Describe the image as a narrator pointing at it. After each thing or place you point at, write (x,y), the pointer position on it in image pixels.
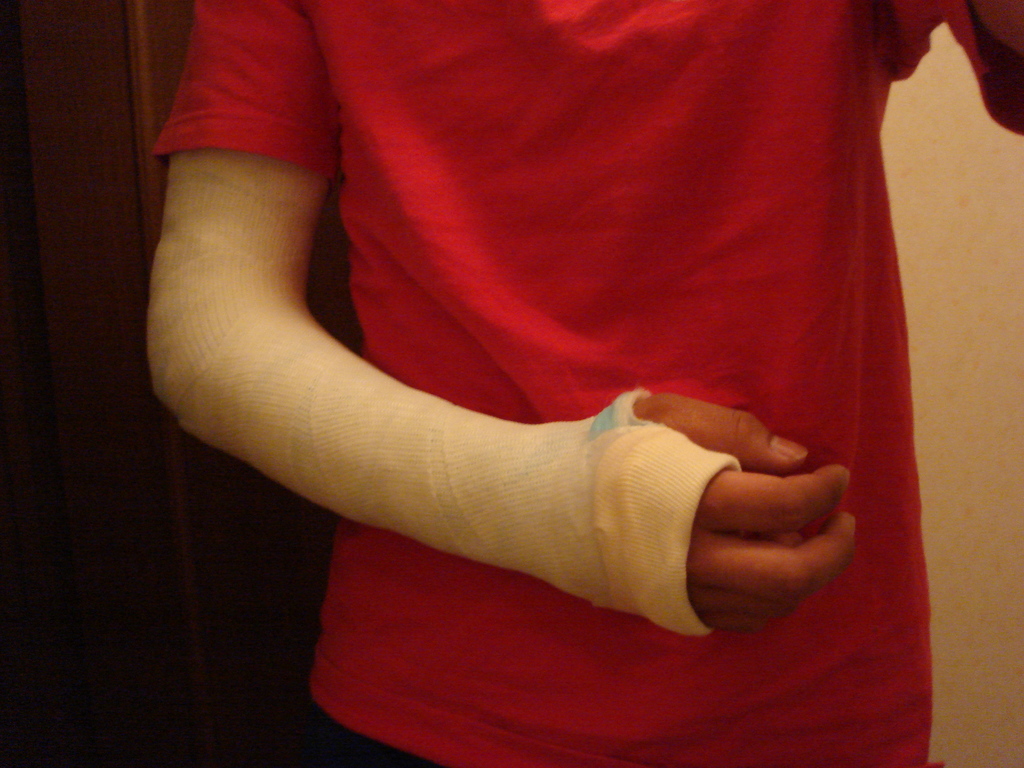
In this image I can see the person (557,176) with the bandage (295,390). The person (438,195) is wearing the red color t-shirt (647,240). To the right (981,291) I can see the wall (911,323). To the left (127,428) there is a door (104,330).
